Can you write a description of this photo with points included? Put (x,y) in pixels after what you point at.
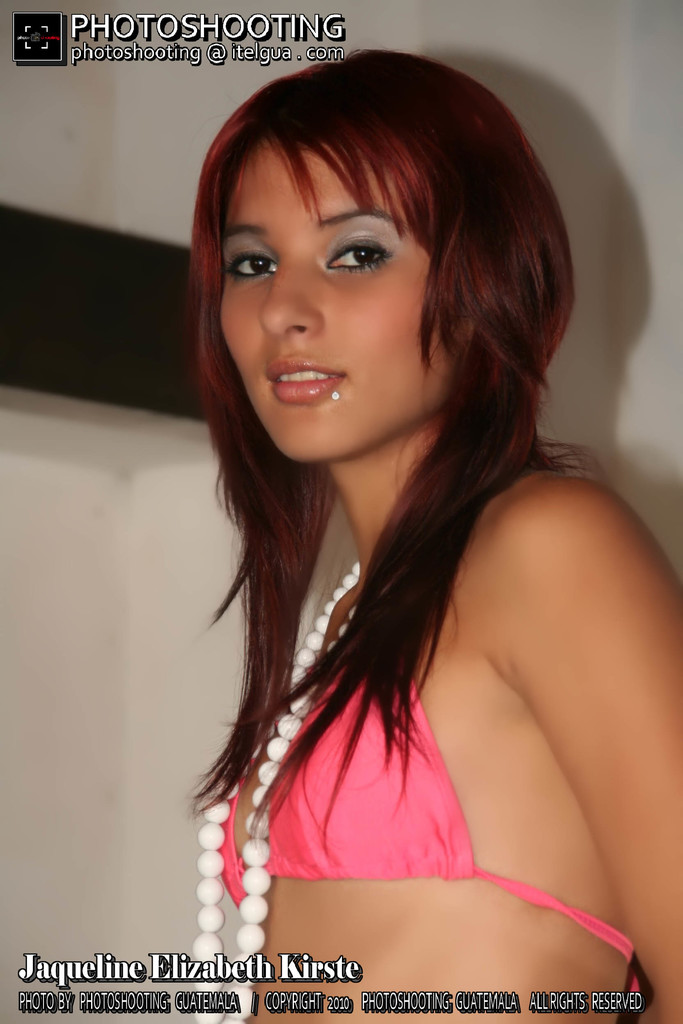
This is an edited picture. In this image there is a woman (518,535). At the back (114,406) it looks like a wall (515,74). At the top (292,59) there is text (333,46). At the bottom (181,968) there is text (181,968).
